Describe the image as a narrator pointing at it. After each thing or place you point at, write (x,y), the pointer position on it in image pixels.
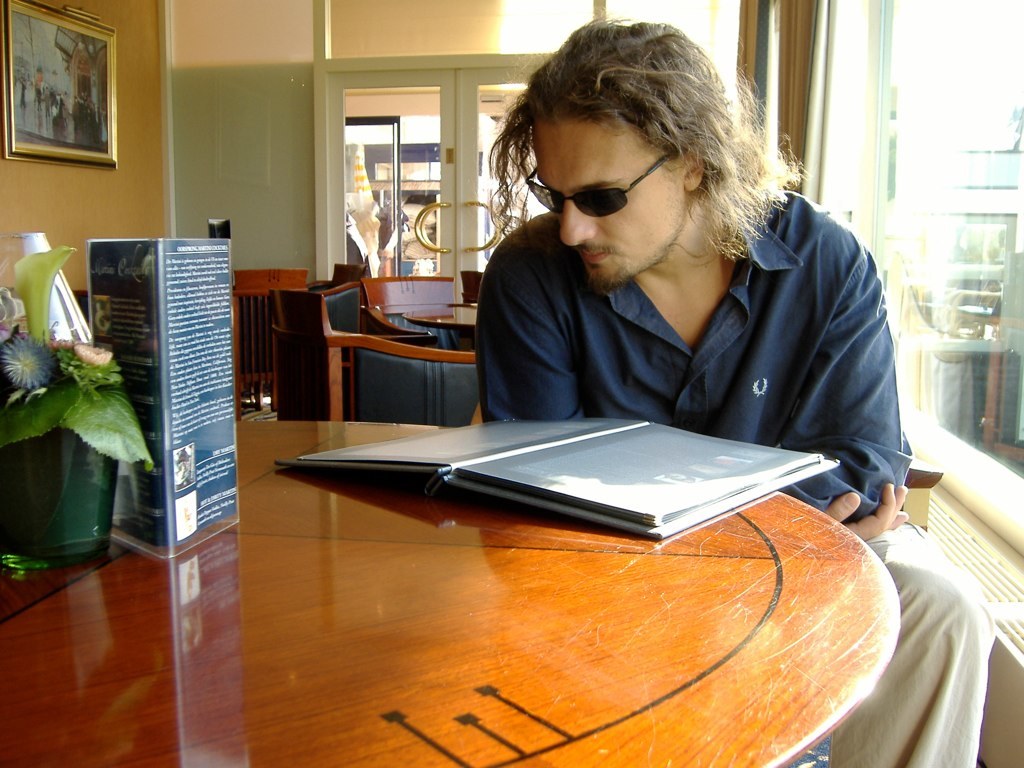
A man (559,236) is sitting in a chair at a table (811,607). He is looking into a book (444,428) on the table (330,586). There is a small flower pot (62,382) on the table (262,561). There are few chairs (295,411) in the background (352,303). There is a photo frame (75,41) on the wall (134,54).
